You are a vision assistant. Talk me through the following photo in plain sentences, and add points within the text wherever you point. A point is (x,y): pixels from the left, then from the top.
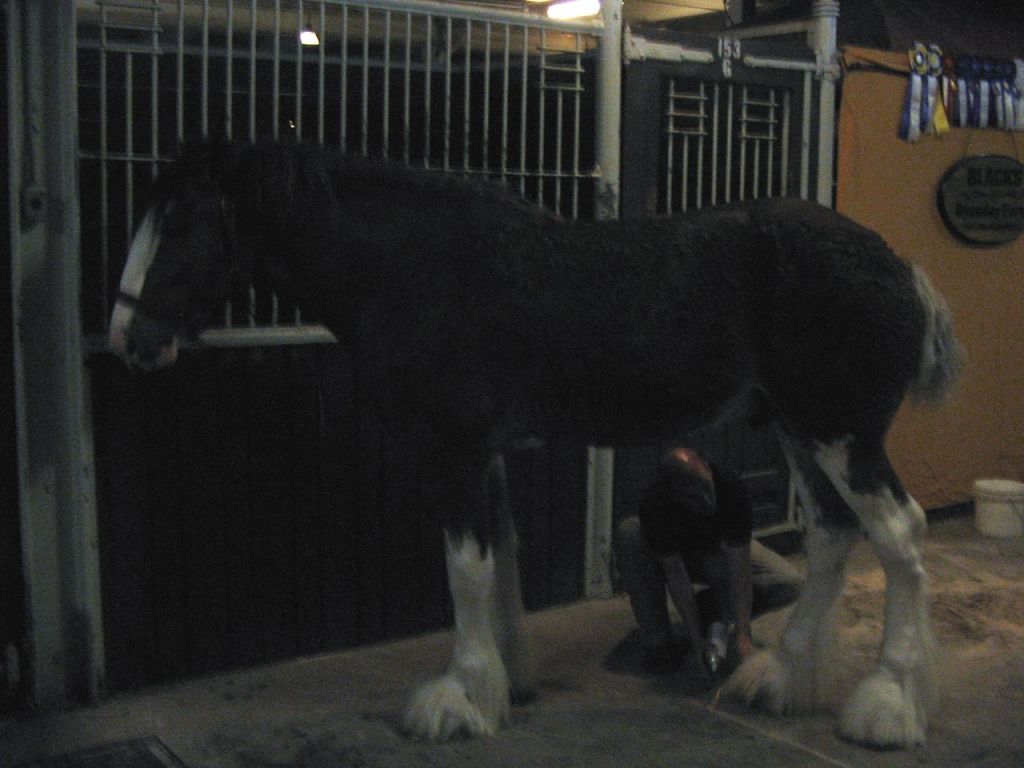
Front there is a black horse (481,272). Under this horse (755,276) man (692,538) is in a squat position. On top (935,68) there are badges (964,68) and lights (306,43).
